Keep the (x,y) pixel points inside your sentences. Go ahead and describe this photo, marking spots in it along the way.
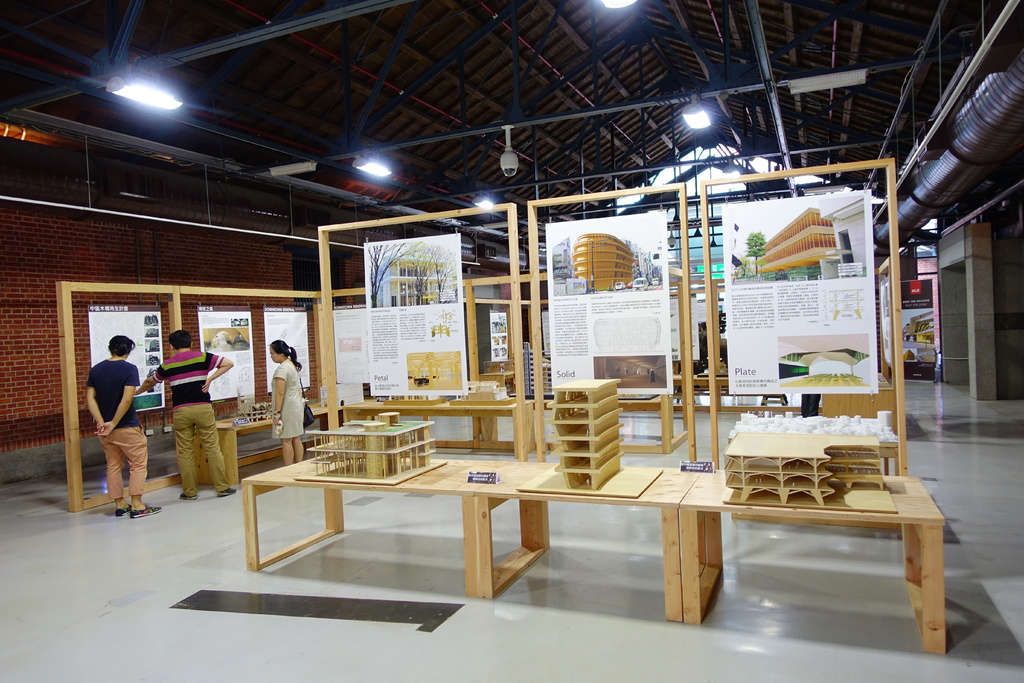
In the middle (431,455) we can see building plans (613,430) placed on a table (897,496) and above them we can see posters (599,268) of each plans (396,451) on the left side (123,421) we can see three people (104,424) Standing and observing to the posters (250,365) present and on the top (178,96) we can see lights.
